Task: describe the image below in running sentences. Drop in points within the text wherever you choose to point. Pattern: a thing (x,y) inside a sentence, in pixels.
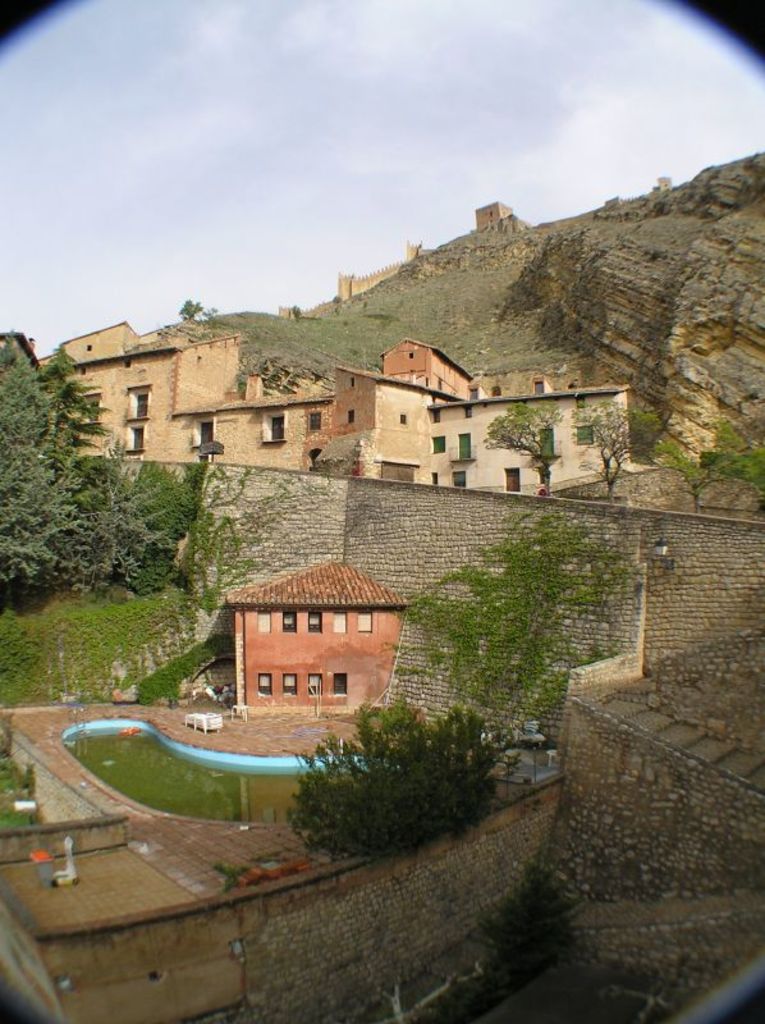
In the foreground of this image (670,920), we can see trees (368,782), houses (267,603), swimming pool (273,757), wall (436,496), cliff (659,256), sky (380,119) and the cloud (291,67).
